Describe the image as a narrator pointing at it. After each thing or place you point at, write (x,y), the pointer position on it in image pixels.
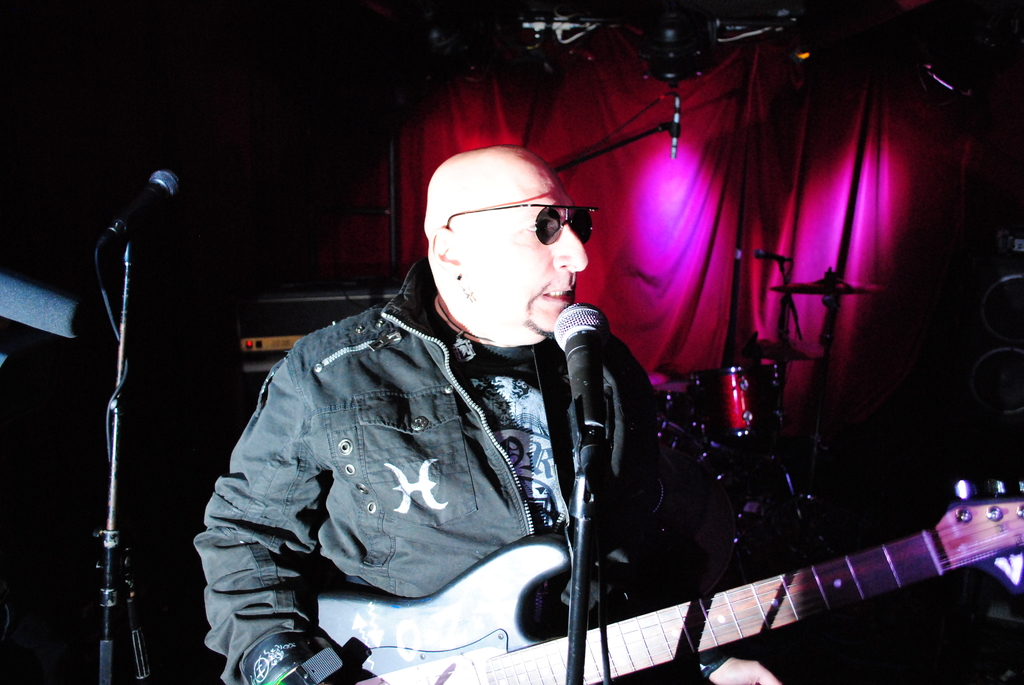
In this image I can see a person (488,370) standing in-front of the mic (571,653) and holding the guitar (694,623). In the background (531,115) there is a curtain (744,161).
